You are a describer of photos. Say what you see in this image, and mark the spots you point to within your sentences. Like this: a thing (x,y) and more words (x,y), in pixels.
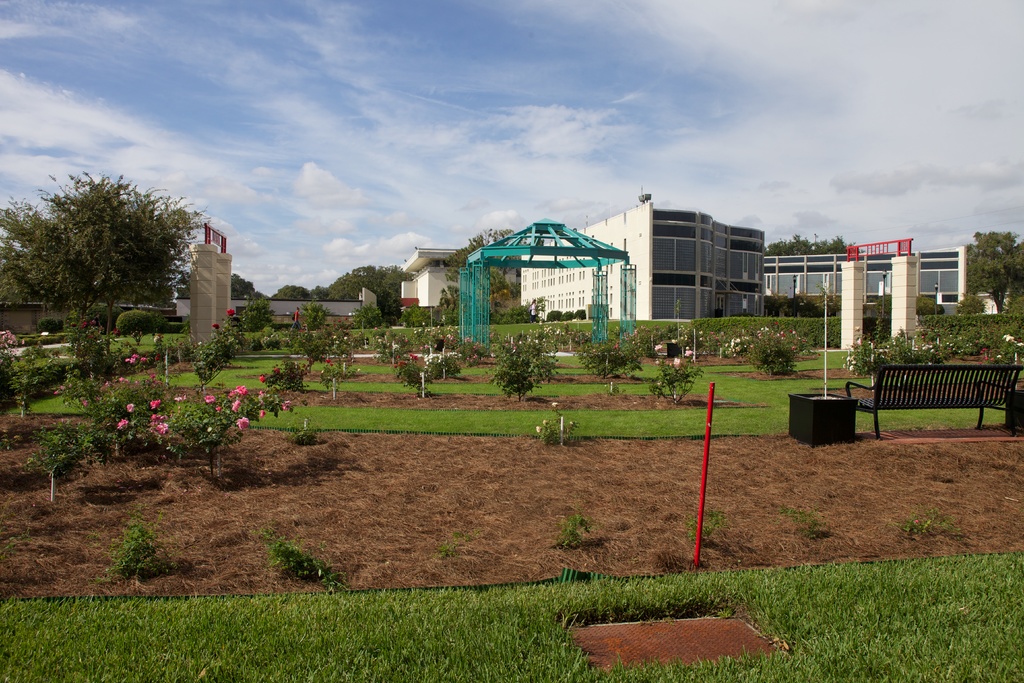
In this picture we can see there are plants (227,408), poles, a bench (857,405), arches (214,303), grass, hedges (505,312) and an iron structure (475,271) on the ground (406,385). Behind the iron structure (476,293), there are trees (457,293), buildings (528,288) and the sky (279,272).
